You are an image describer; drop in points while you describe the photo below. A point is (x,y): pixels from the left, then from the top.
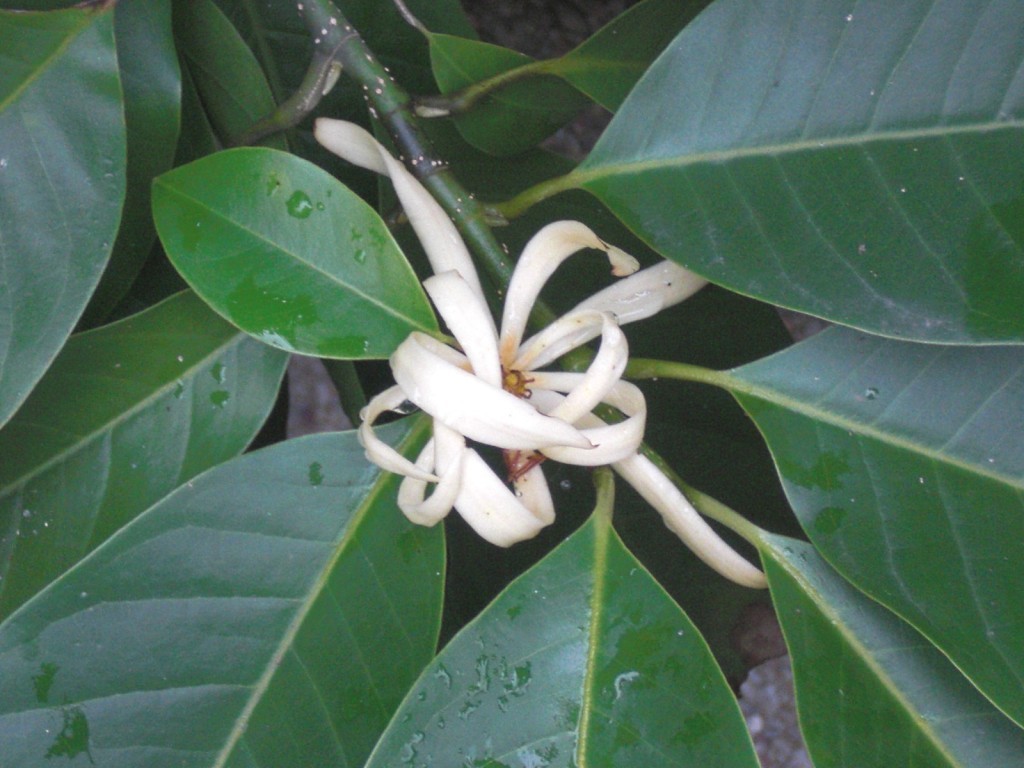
In this image we can see there is a flower (483,394) and leaves (904,430).
